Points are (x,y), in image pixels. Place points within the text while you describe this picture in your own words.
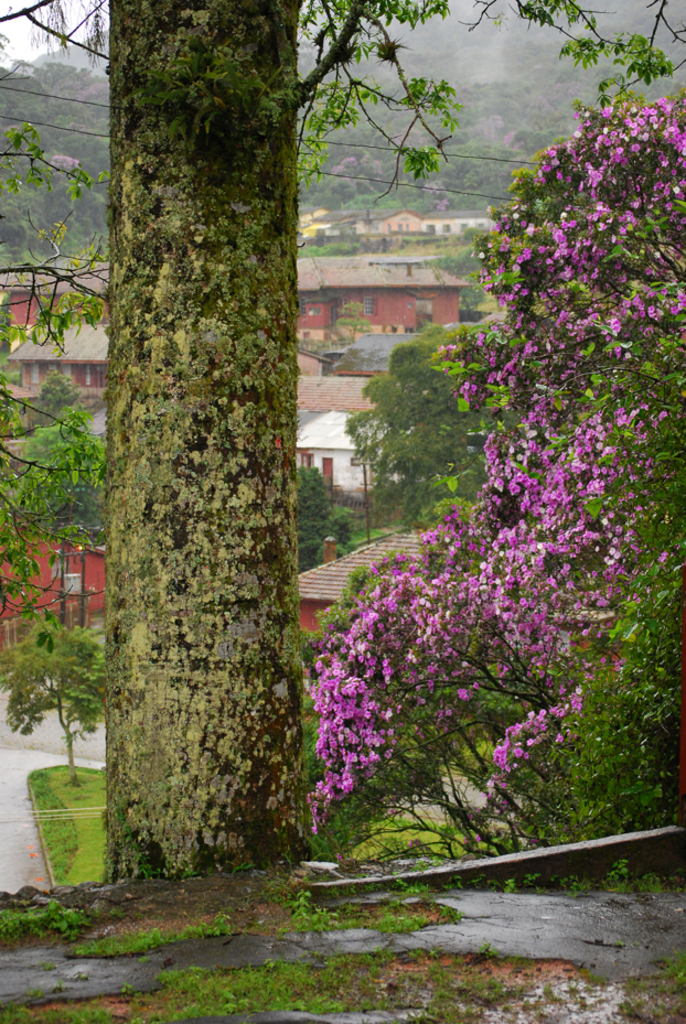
In this image we can see trees (247,578), flowers (368,716) and other objects (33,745). In the background of the image (382,368) there are buildings (349,357), trees (372,200), fog (425,46), the sky (24,36), grass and other objects (6,735). At the bottom of the image (456,920) there are plants (458,914) and the floor (456,950).
